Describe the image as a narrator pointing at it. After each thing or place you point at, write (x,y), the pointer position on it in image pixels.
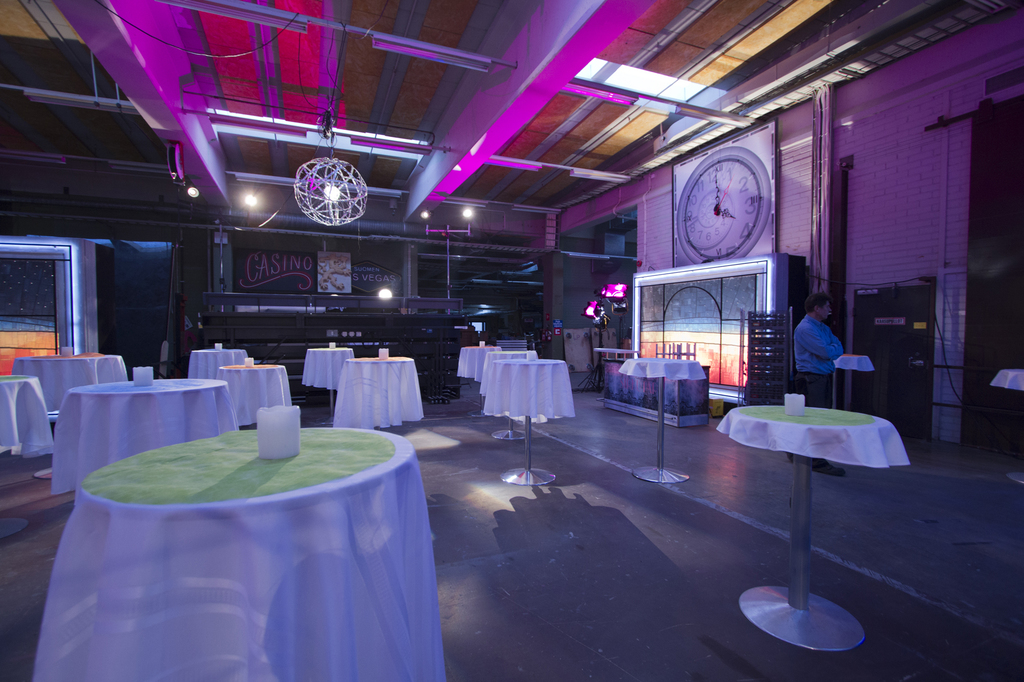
In this image we can see tables (223,374) covered with a cloth (338,569). There are some objects (330,345) on tables (516,357). There is a light (333,176) hanging from the ceiling (384,129). There is a clock (747,193) on the wall (791,204). There is a person (819,325) on the right side of the image (817,339) standing and wearing clothes (833,364).
